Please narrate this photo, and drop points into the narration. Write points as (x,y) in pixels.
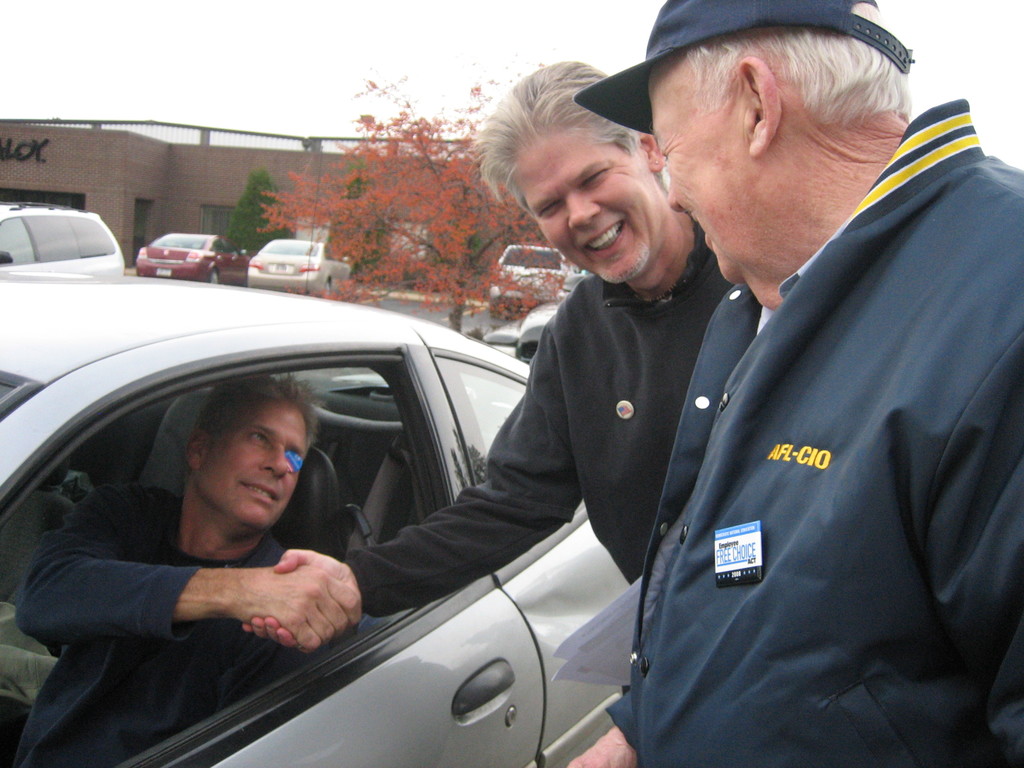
A person (239,543) in the car (377,630). And on the right (684,331) there are two men (687,352) standing and laughing. In the background (176,195) we can see a building (228,195), few vehicles (50,228) and a tree (443,213) and a sky (258,79).
